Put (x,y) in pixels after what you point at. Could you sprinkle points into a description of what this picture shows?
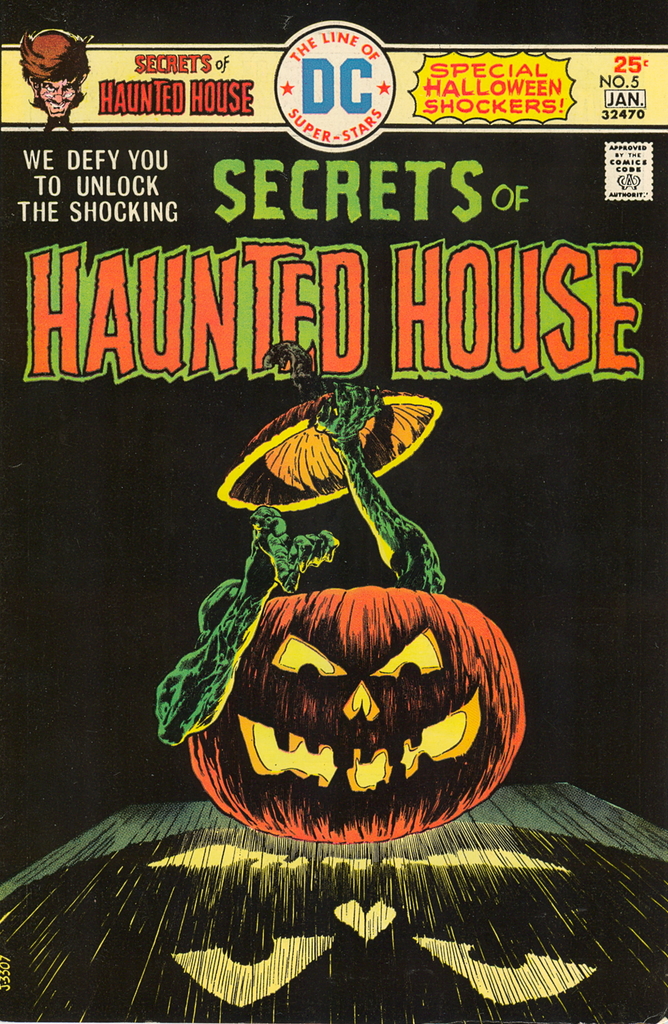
In the picture I can see a black color poster (238,798) on which we can see some text (330,209) and an image (306,445) of a pumpkin (278,680) on it.
